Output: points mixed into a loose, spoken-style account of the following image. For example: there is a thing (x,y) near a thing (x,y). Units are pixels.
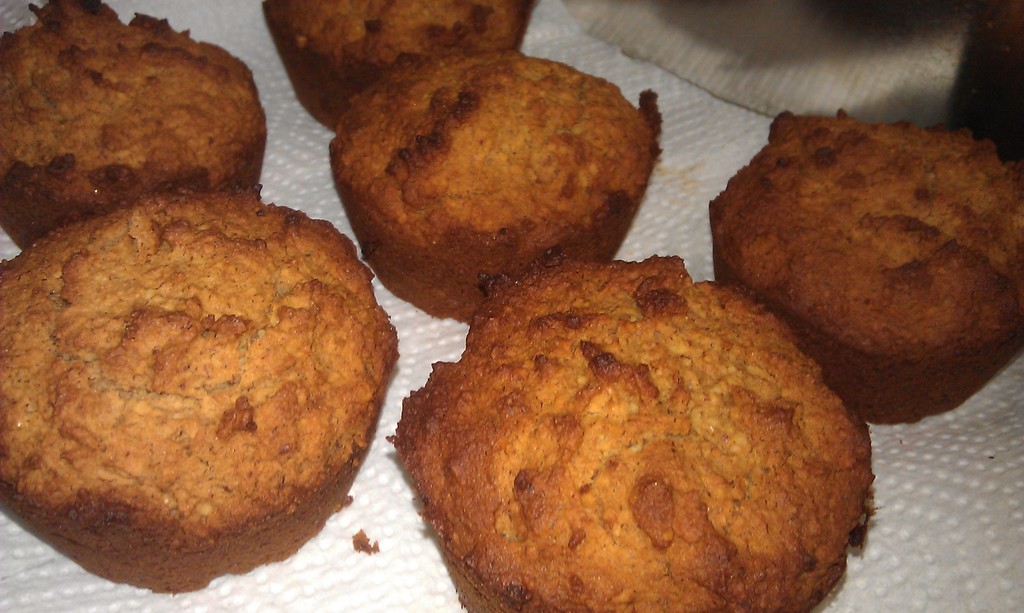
In this image there are some muffins (159,222), and at the bottom (1018,543) there is a tissue paper (452,347). And in the background (809,51) there might be a cloth (731,43).
